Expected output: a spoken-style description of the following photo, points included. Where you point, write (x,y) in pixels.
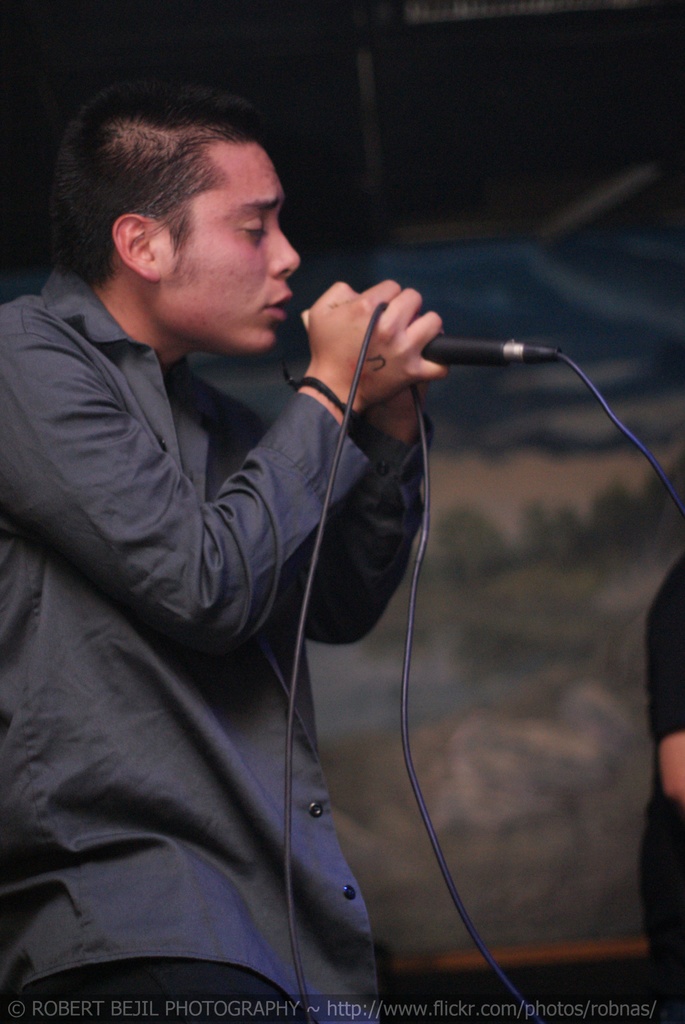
This picture shows a man (400,426) standing and holding a microphone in his hand (334,319) and singing. He wore a grey shirt (304,758) and we see another human (644,833) standing and we see a cloth (648,394) on the side.
